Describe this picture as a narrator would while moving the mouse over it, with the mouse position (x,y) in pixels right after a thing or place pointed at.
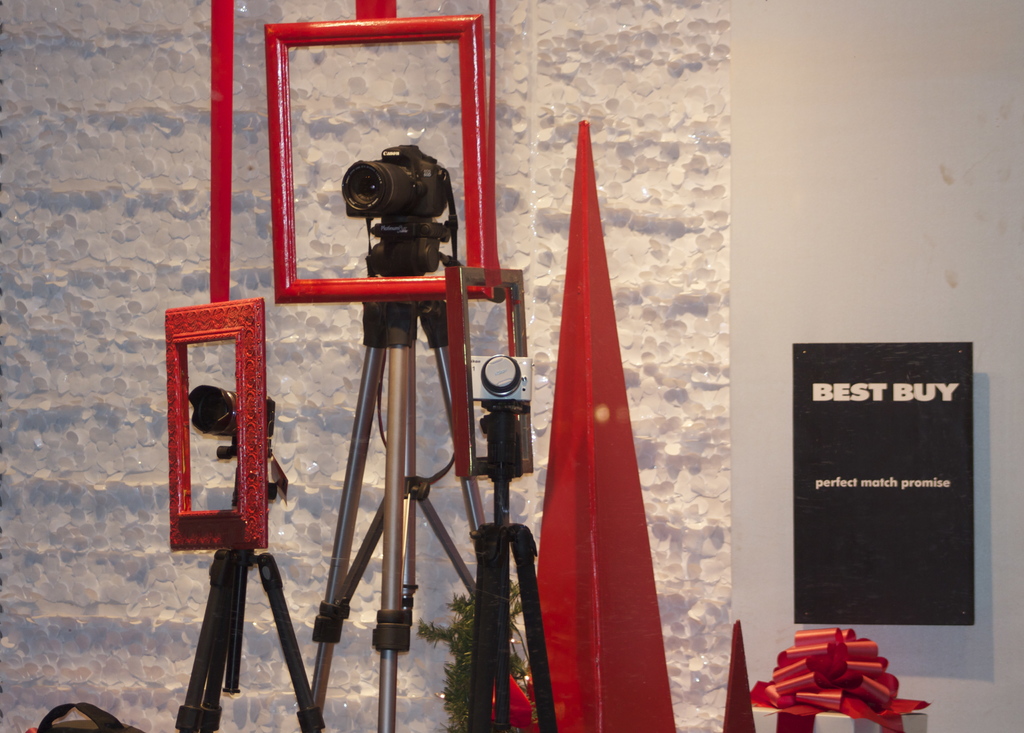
In this image we can see cameras (399,202) placed on the stands (399,583). In the background (859,109) there is a wall (955,663) and we can see a board (943,576). We can see a gift (836,703) and there is a decor (467,702). There are frames (241,481).
